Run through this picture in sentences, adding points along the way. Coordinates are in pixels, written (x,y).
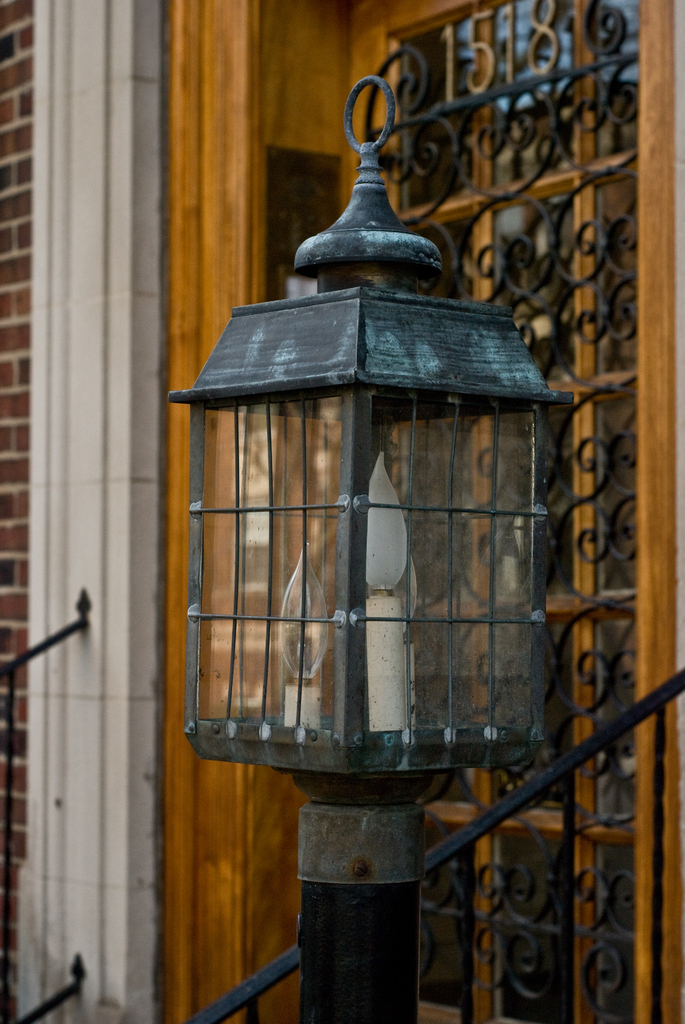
In the foreground (397,864) we can see the decorative light pole (428,708). Here we can see the metal fence (595,292). Here we can see brick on the left side (11,331).
